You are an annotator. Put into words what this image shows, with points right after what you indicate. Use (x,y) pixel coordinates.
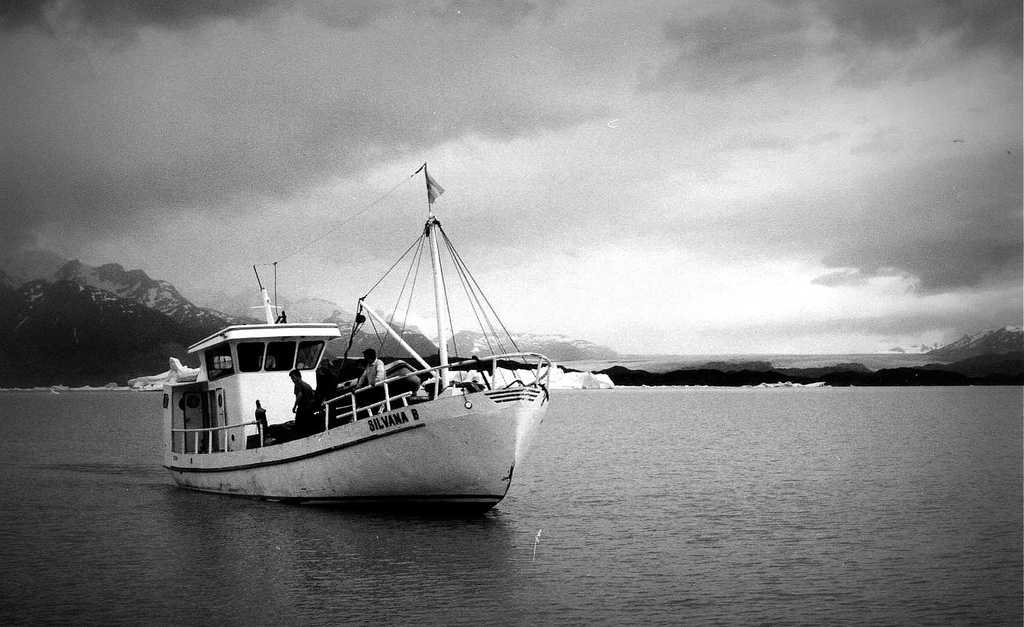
This picture is clicked outside the city. In the center (446,402) there is a boat (235,445) in the water body (705,452) containing some objects (421,357) and persons (300,387). In the background (306,66) we can see the sky (362,60), hills (23,288) and some other objects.
